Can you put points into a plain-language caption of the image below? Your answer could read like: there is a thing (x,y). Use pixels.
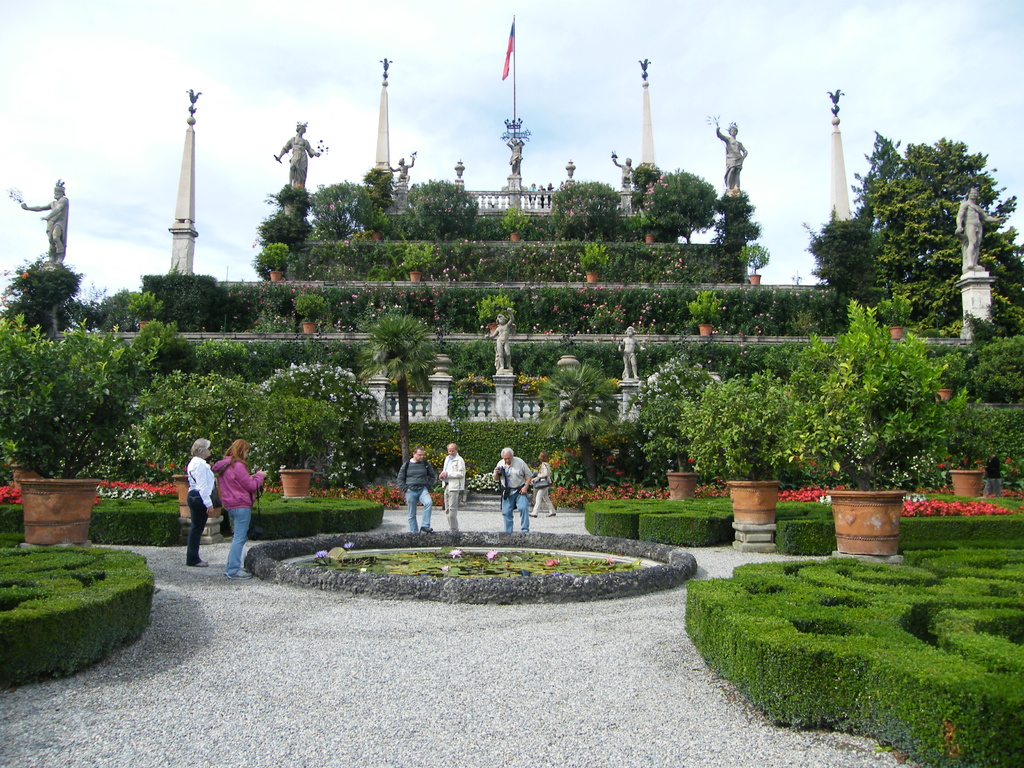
In the center of the image (596,318) there are plants (258,296), statues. There is a flag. At the bottom of the image (569,708) there are stones (414,674). There are people (226,461) standing. At the top of the image (707,45) there is sky (237,24).
